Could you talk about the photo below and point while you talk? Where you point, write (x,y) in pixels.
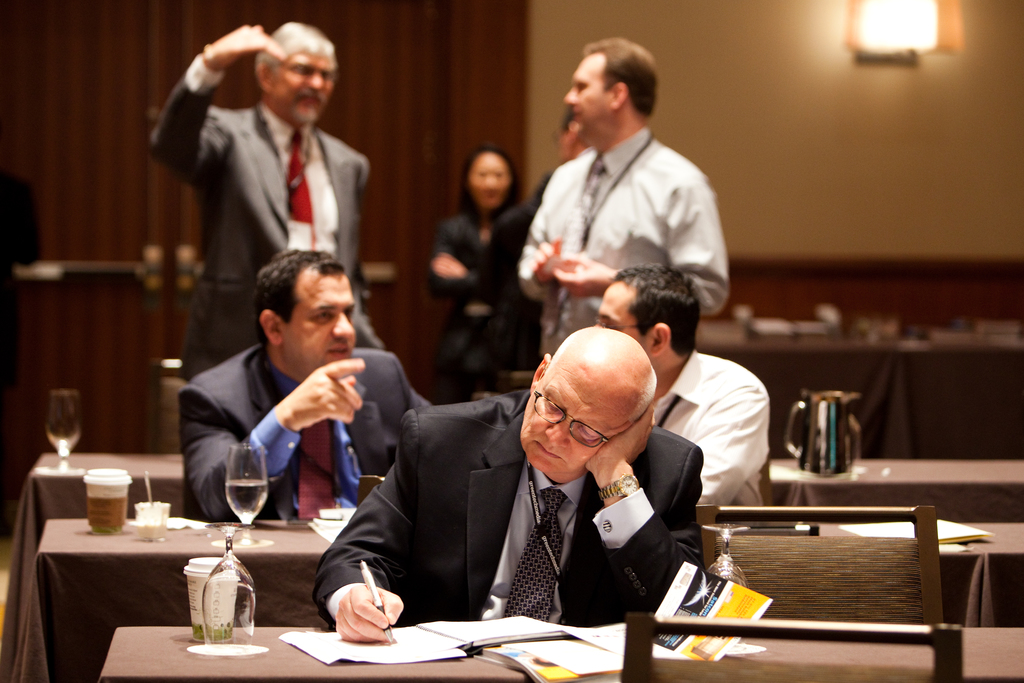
These three persons (503,411) are sitting on chair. In-front of them there are table (265,628), on this table (265,628) there are glasses (252,492), cups (116,487), book (466,654) and papers (433,639). Front this man (447,442) wore suit (447,442), spectacles (574,427) and holding a pen (389,639). Far this persons (261,198) are standing. A light (900,43) is on wall (821,47).
